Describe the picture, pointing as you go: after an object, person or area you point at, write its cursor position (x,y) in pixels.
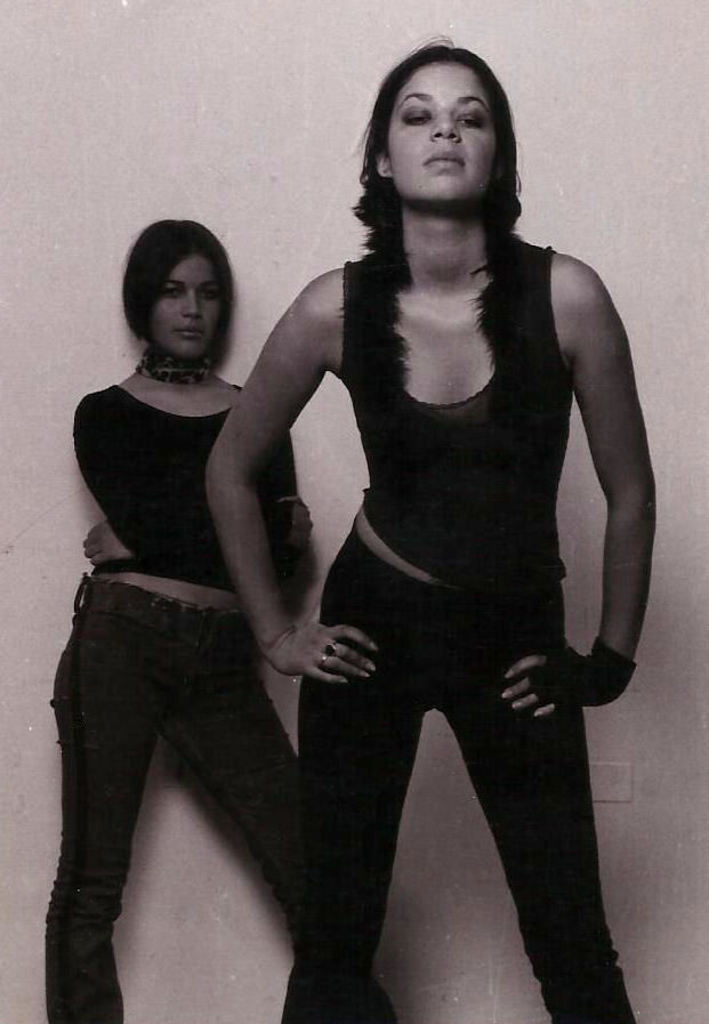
In this picture we can see two women (497,581) standing, they are wearing black dress (287,757). In the background (203,117) it is wall (620,259).
